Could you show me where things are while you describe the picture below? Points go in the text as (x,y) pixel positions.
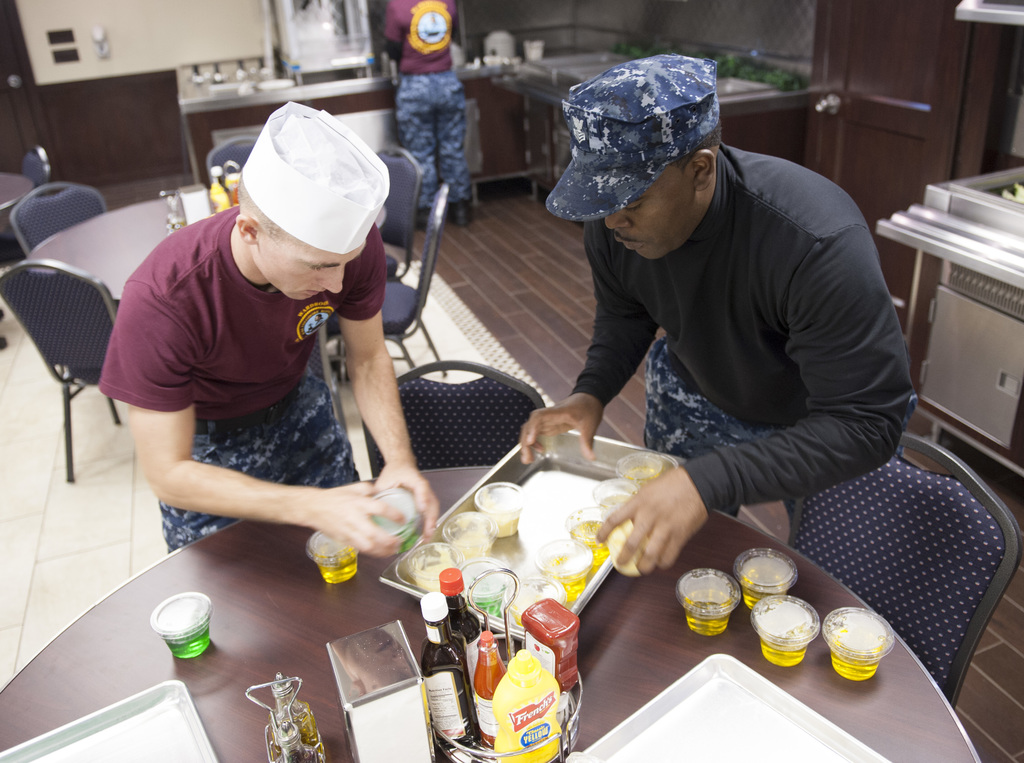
In this image we can see these two persons (823,353) wearing T-shirts (814,296) and caps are standing near the table (212,620). Here we can see cups (632,469) kept in the tray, bottles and a few more trays (632,762) kept on the wooden table (816,690). In the background (61,279), we can see chairs (49,274), tables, a person (463,133) standing here and a few more objects (244,74) kept on the table (360,70).
